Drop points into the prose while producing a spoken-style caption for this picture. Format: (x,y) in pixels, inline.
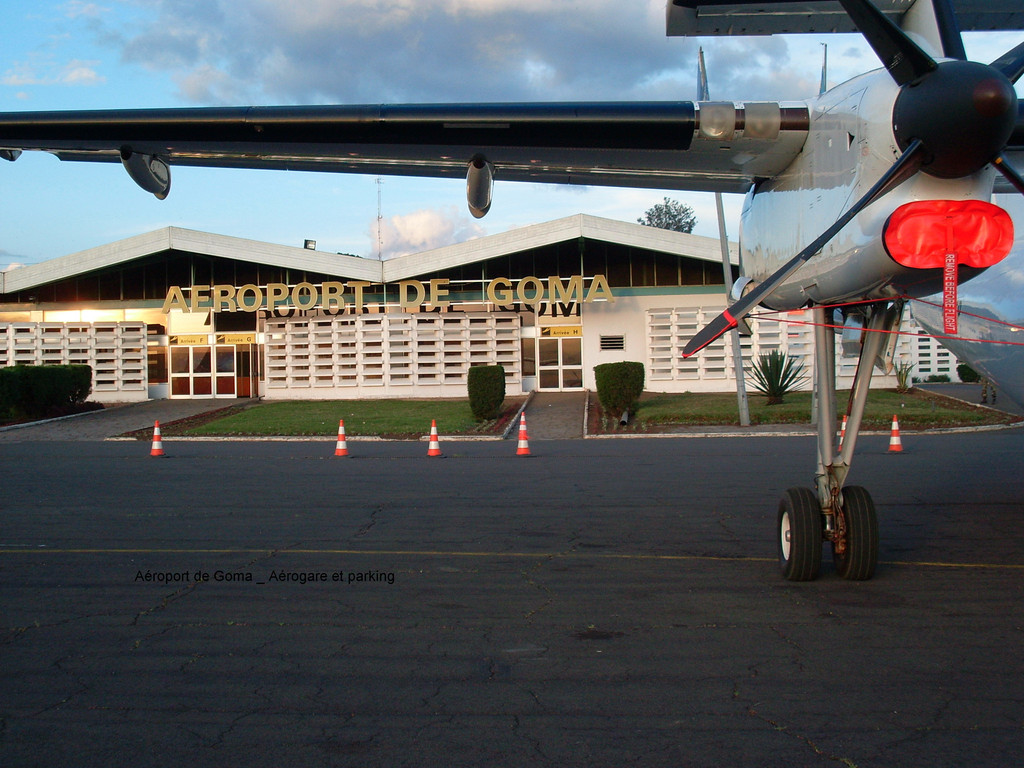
In this picture there is a plane (934,289) which is parked on the runway (801,586). Beside the road (986,469) I can see the plants (17,412), grass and traffic cones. In the background (443,320) I can see the building shed (519,376). At the top (516,29) I can see the sky (373,61) and clouds (394,56).
